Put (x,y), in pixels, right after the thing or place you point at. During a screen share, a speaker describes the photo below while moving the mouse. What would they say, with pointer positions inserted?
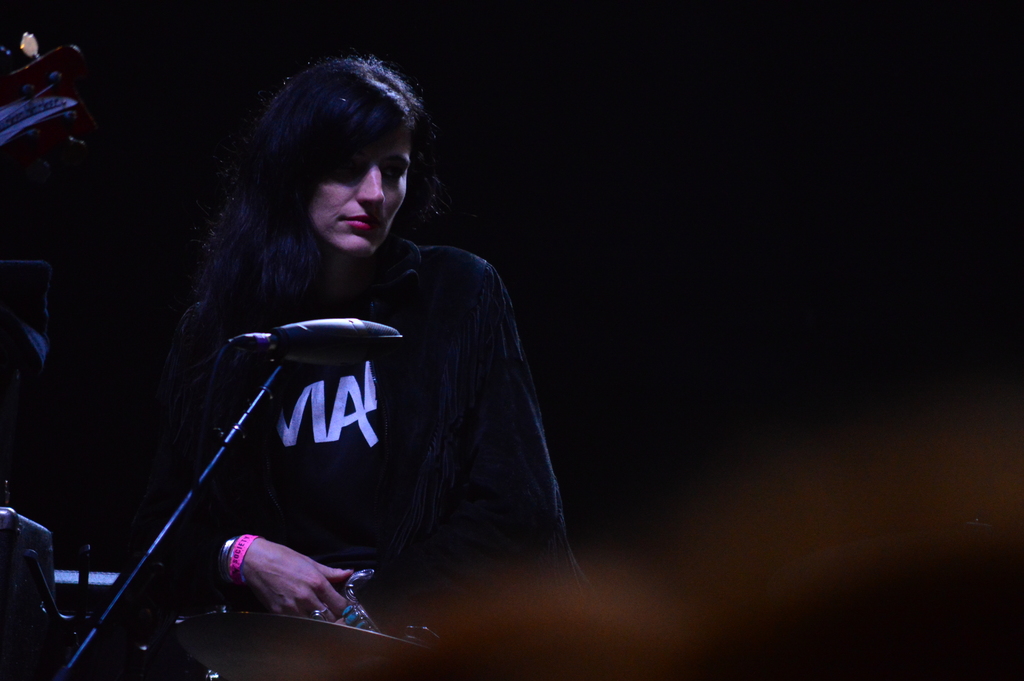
In this image there is a woman (375,368) sitting on a chair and in front of her there is mike (327,353) and some musical instruments (294,627).
